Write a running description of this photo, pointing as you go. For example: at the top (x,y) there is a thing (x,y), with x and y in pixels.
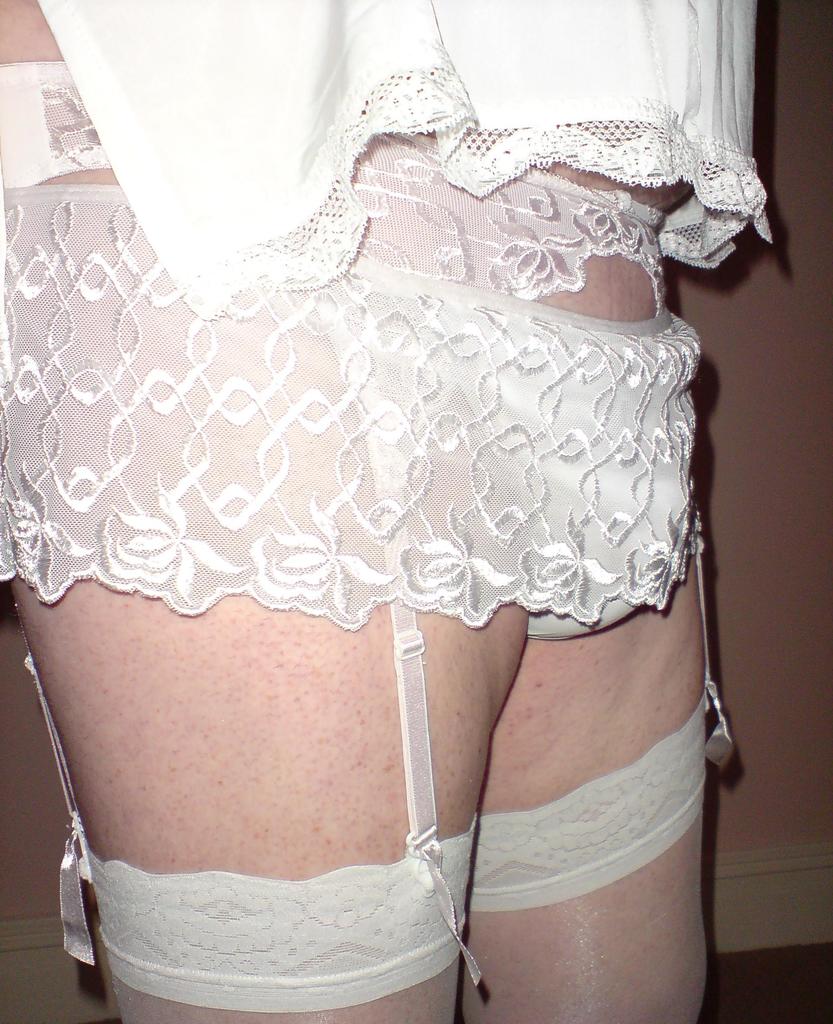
In the image we can see a person (197,256) standing and wearing white color clothes (419,183), this is a wall (791,378).
